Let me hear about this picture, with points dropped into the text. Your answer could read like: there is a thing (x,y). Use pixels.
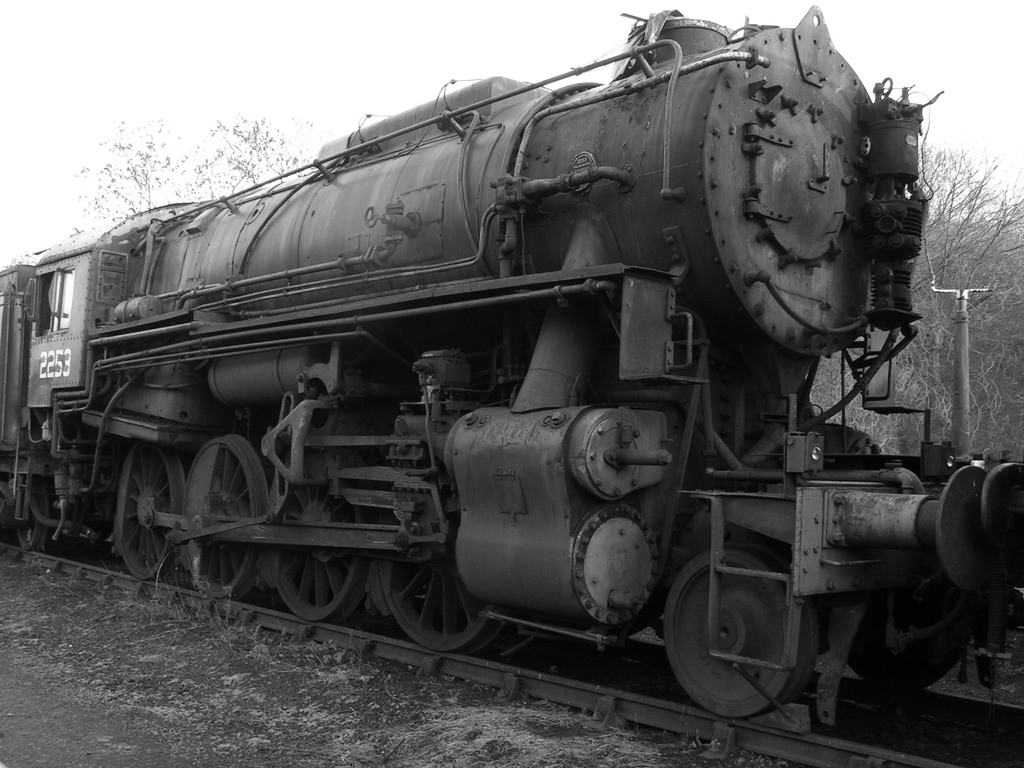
In the center of the image (406,356) we can see a train (381,564) on the track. In the background (200,185) there are trees (949,269) and sky (871,81).
